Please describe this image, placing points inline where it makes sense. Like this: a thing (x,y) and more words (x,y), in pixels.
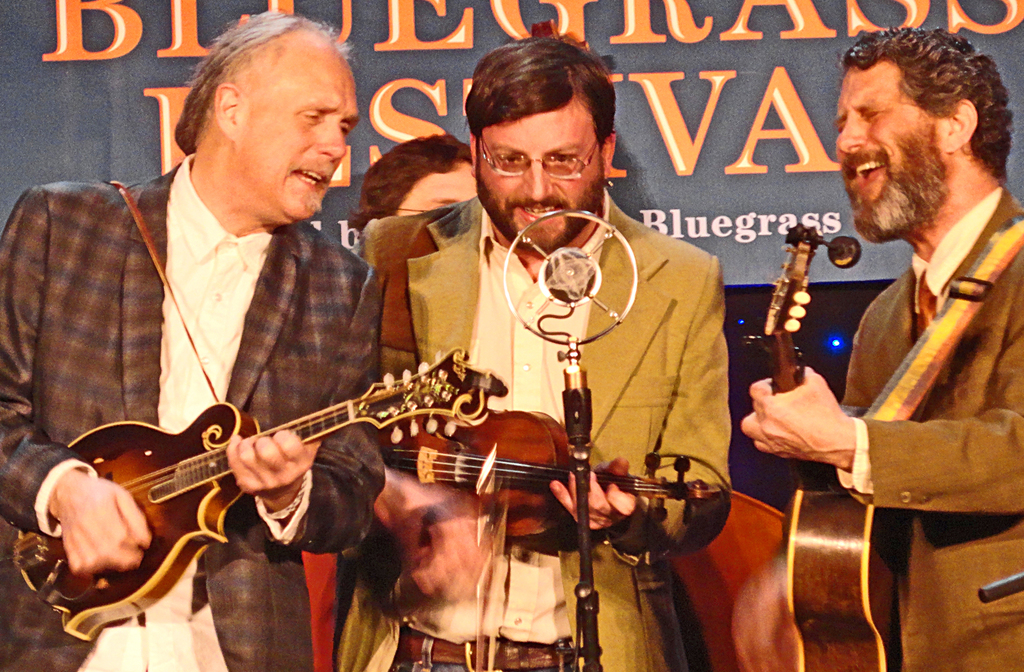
There are three persons (364,264) holding three different musical instrument (511,443), the person (673,387) in the middle (637,369) with green color jacket (590,358) and in the left (119,390) a person (116,381) with brown color jacket (135,363) singing and in the right (995,413) is a person (998,396) with brown color jacket (902,362) at the back (735,177) there is a banner (702,193).
